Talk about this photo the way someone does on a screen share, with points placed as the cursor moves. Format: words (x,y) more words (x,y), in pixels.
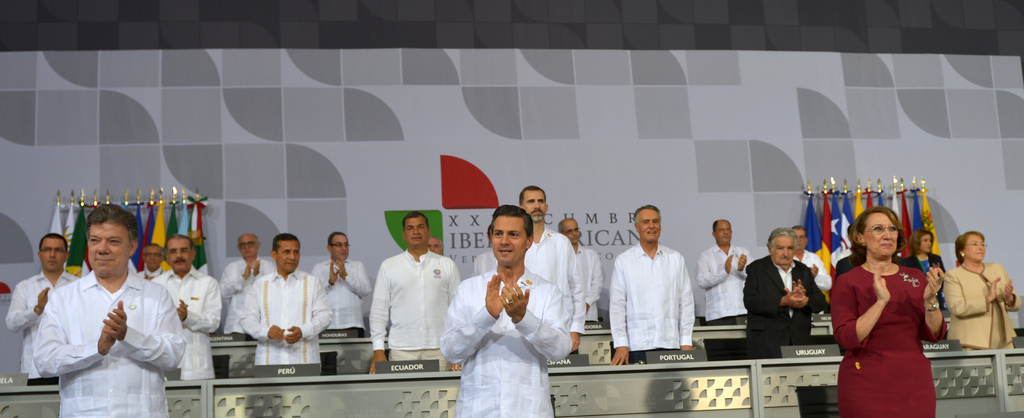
Here in this picture we can see number of men (419,286) and women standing on a stage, we can also see desks (236,342) present with name cards (794,352) on it over there and behind them we can see a banner (259,182), on which we can see different types of flag posts (156,219) present on it over there.
